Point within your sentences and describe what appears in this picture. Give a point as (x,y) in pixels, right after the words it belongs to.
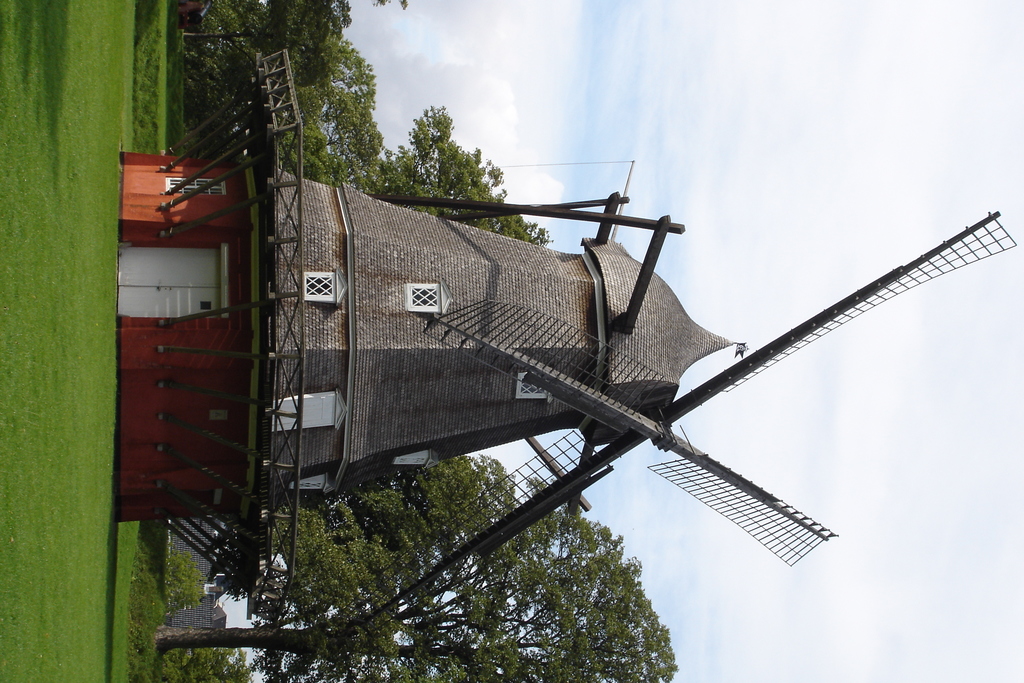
In this picture I can see a windmill (475,377). In the background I can see trees (386,527), the sky (592,131) and the grass (48,238).
